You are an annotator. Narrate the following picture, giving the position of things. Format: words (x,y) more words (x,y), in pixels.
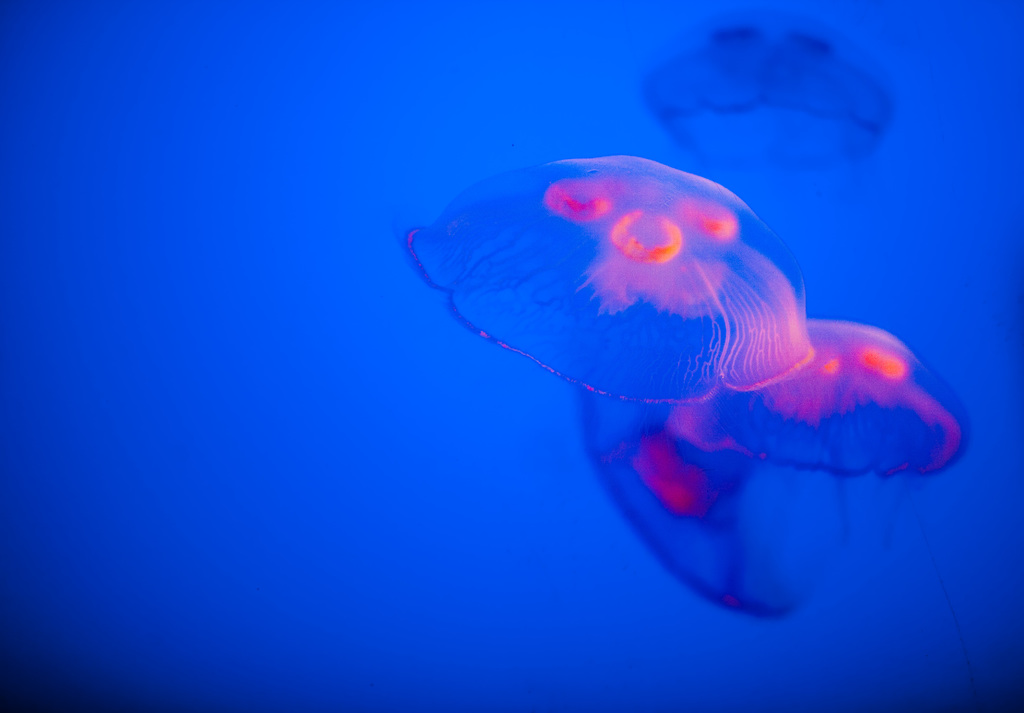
In this image there is the colour object (683,407) which is visible.
